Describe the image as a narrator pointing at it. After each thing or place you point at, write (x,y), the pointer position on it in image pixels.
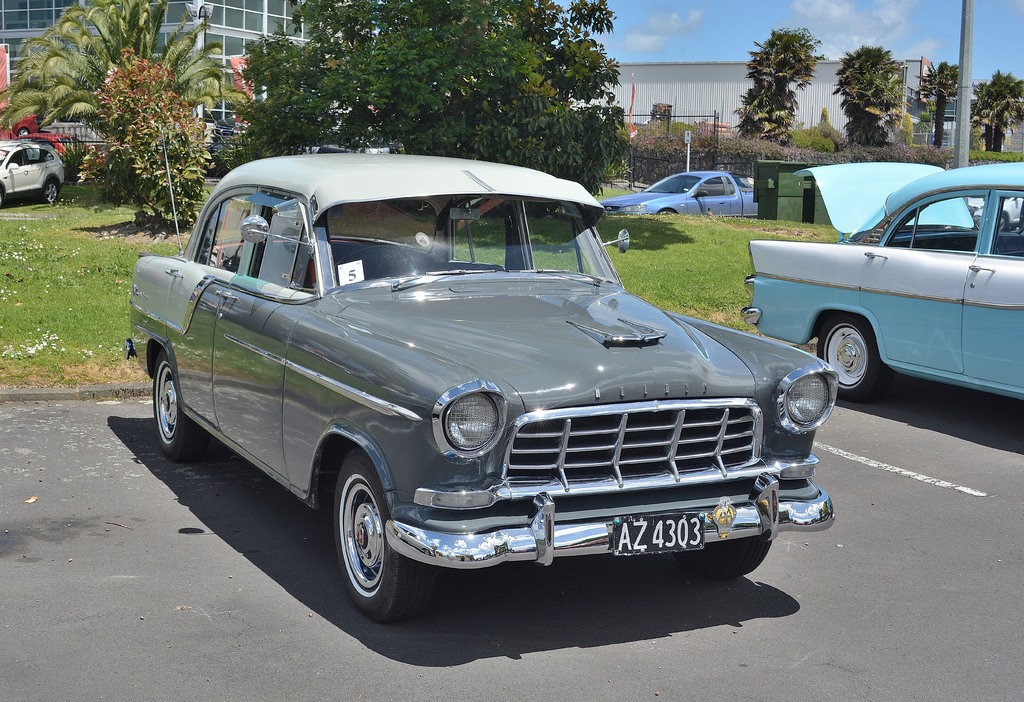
In this image, there are cars (503,216), trees (596,173), grass (681,279), fence (750,163) and an object (813,200). On the right side of the image (956,164), I can see a pole (970,15). In the background (698,83), there are buildings (720,86) and the sky (786,16).
